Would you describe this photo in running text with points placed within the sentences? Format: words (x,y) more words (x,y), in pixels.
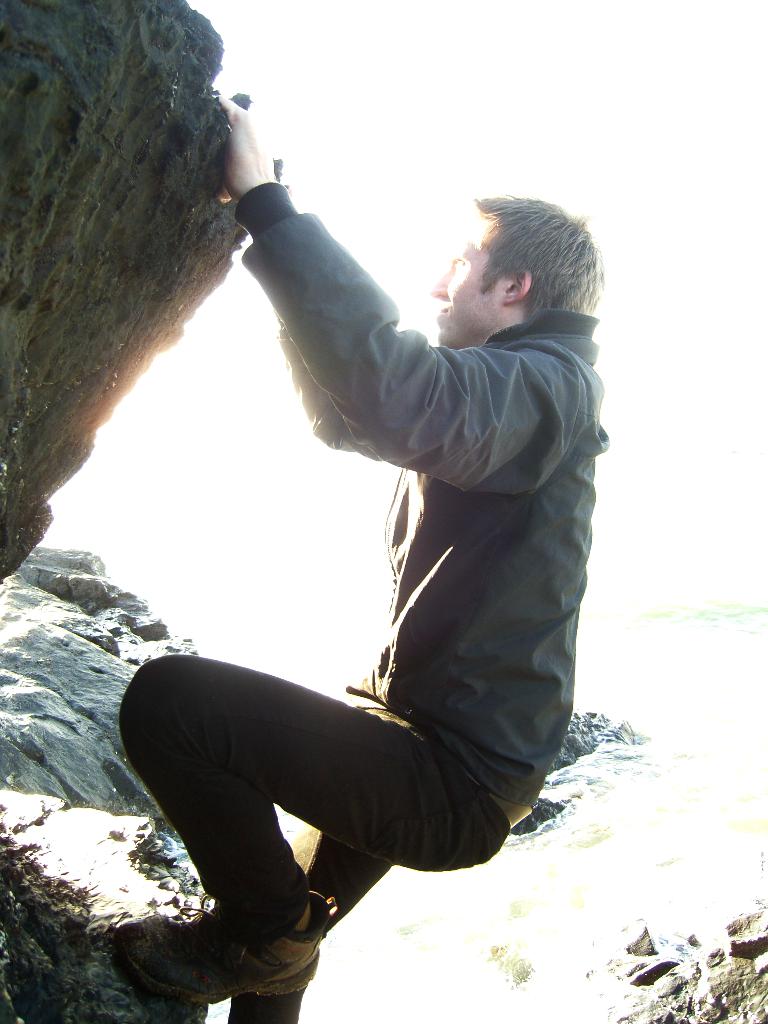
In this picture we can see a person (196,839), here we can see rocks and in the background (708,237) we can see it is white color.
